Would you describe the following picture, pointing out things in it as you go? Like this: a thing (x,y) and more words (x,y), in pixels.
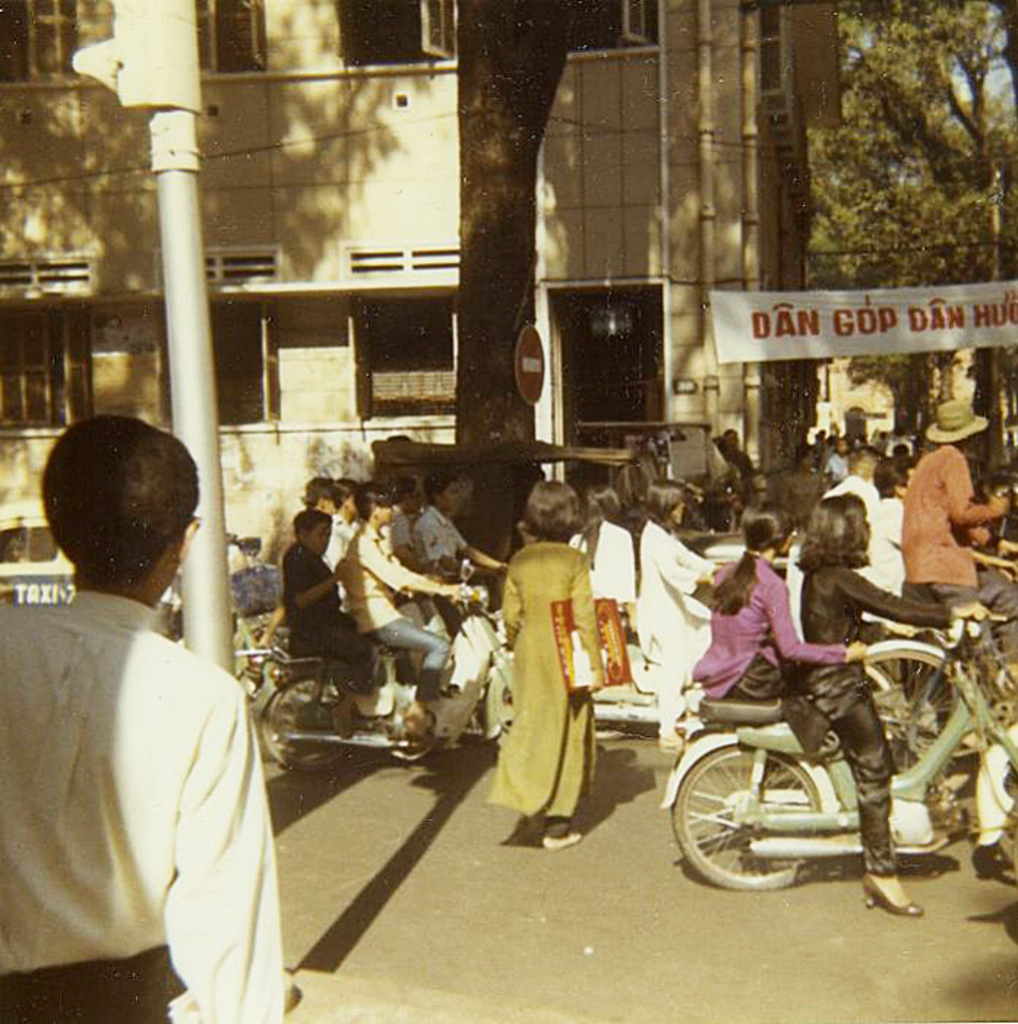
In this picture I can see a group of people (549,646) among them some are standing and some are sitting on the bikes (510,677). In the background (920,335) I can see a banner (864,335) on which something written on it. I can also see trees (484,179), a pole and other objects (331,294).
